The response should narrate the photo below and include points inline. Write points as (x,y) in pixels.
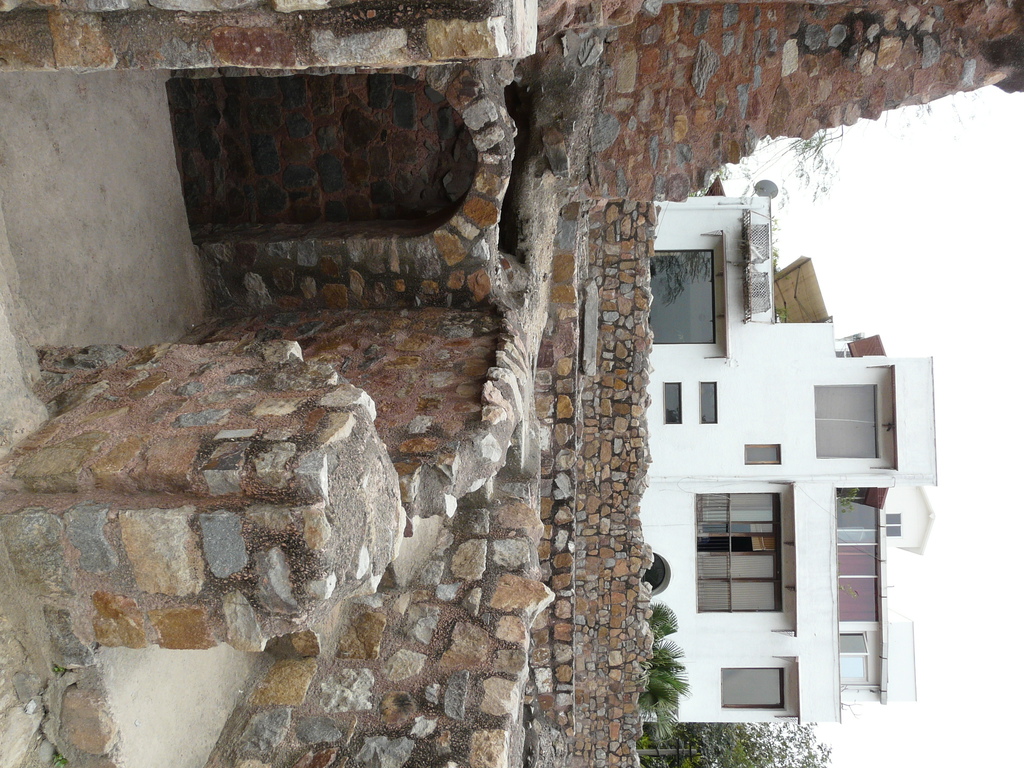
In the center of the image (511,430) there is a stone structure (446,462). In the background of the image (693,683) there is a building (825,419).
